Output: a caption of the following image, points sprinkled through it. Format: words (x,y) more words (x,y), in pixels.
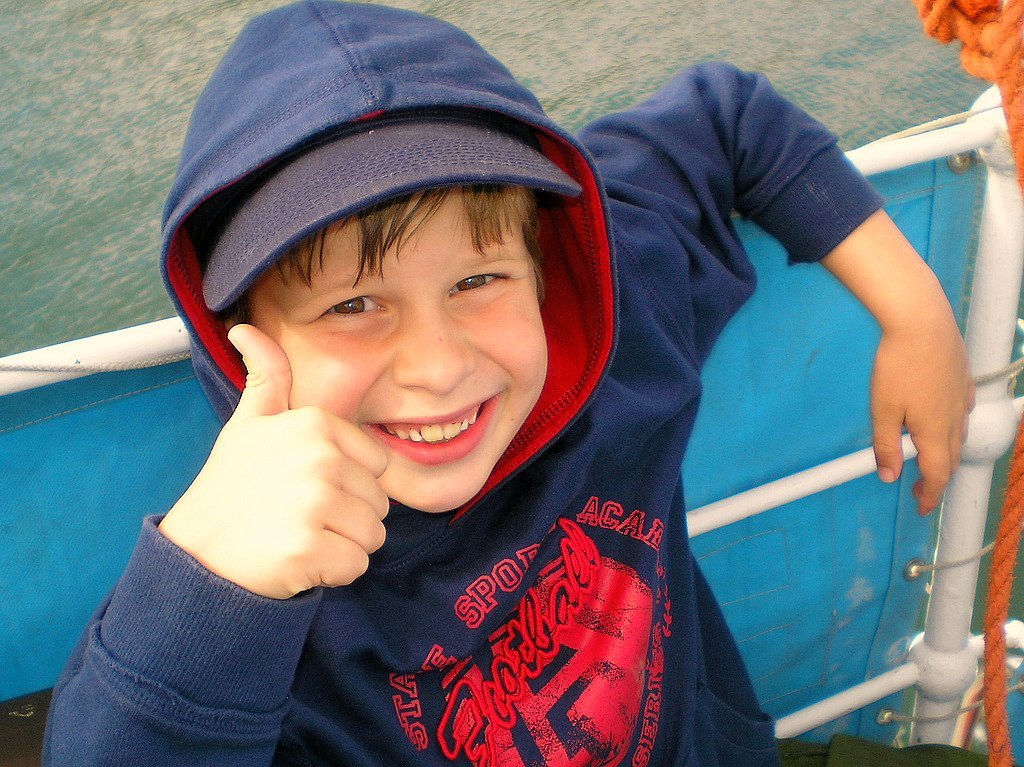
In this picture we can see a boy (239,611) is smiling and behind the boy (377,485) there is a fence (783,456) and water (96,159).
